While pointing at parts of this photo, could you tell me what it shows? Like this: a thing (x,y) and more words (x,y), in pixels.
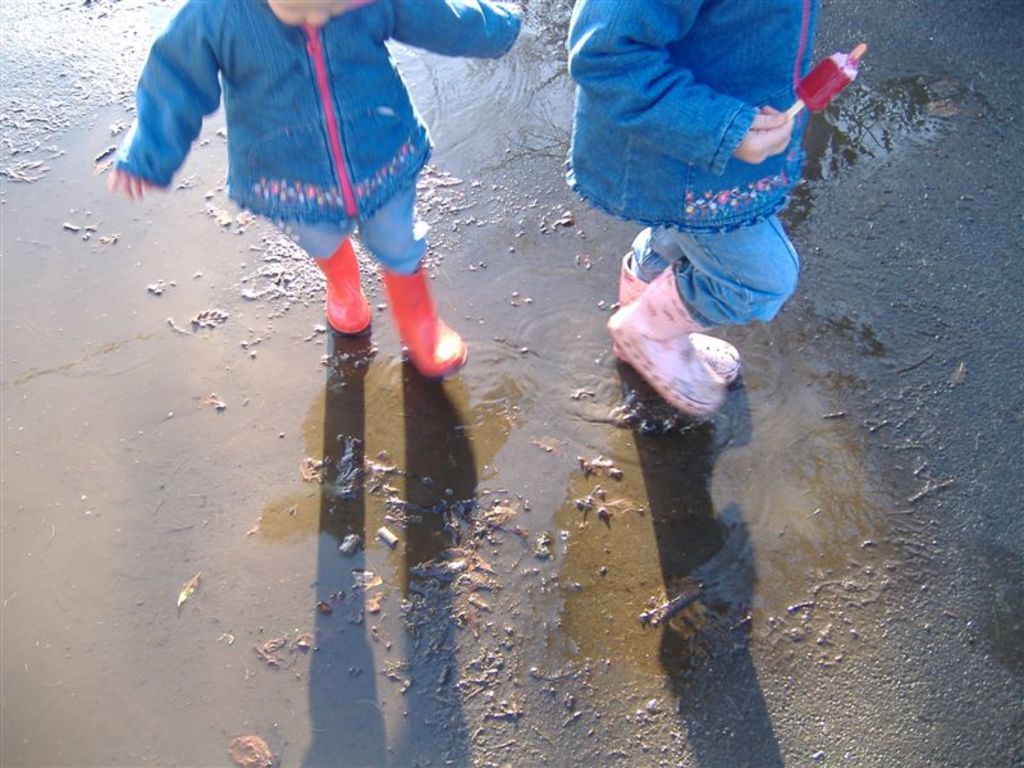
There are two children (762,39) on the mud (483,448). Here we can see an ice cream (825,98) in the hand (753,147) of a children (698,177).
